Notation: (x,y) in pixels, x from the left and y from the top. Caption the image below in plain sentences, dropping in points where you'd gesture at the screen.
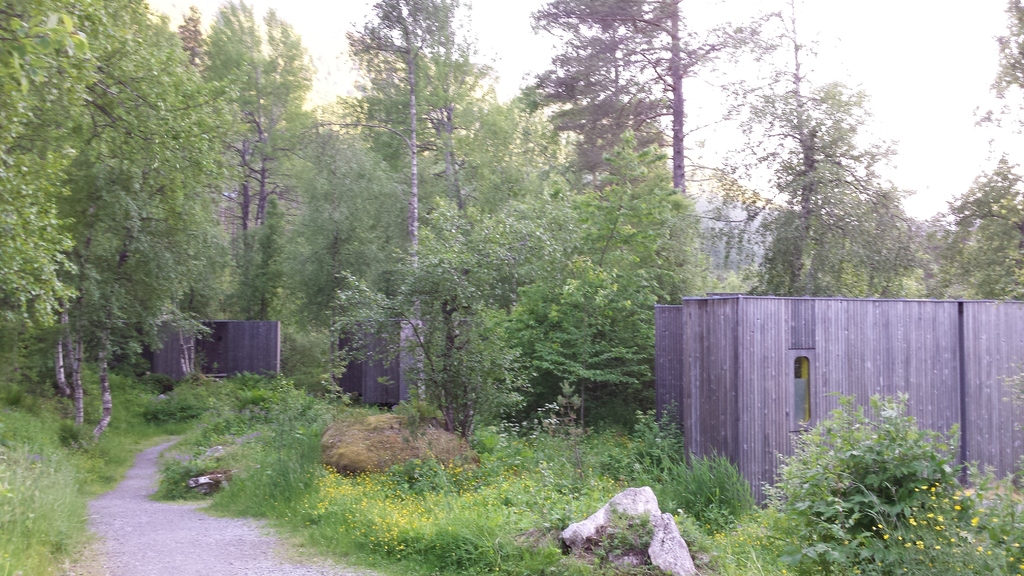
In this image I can see trees (535,134) in green color, few stones (597,528), cabins (729,381). Background the sky (974,140) is in white color.
